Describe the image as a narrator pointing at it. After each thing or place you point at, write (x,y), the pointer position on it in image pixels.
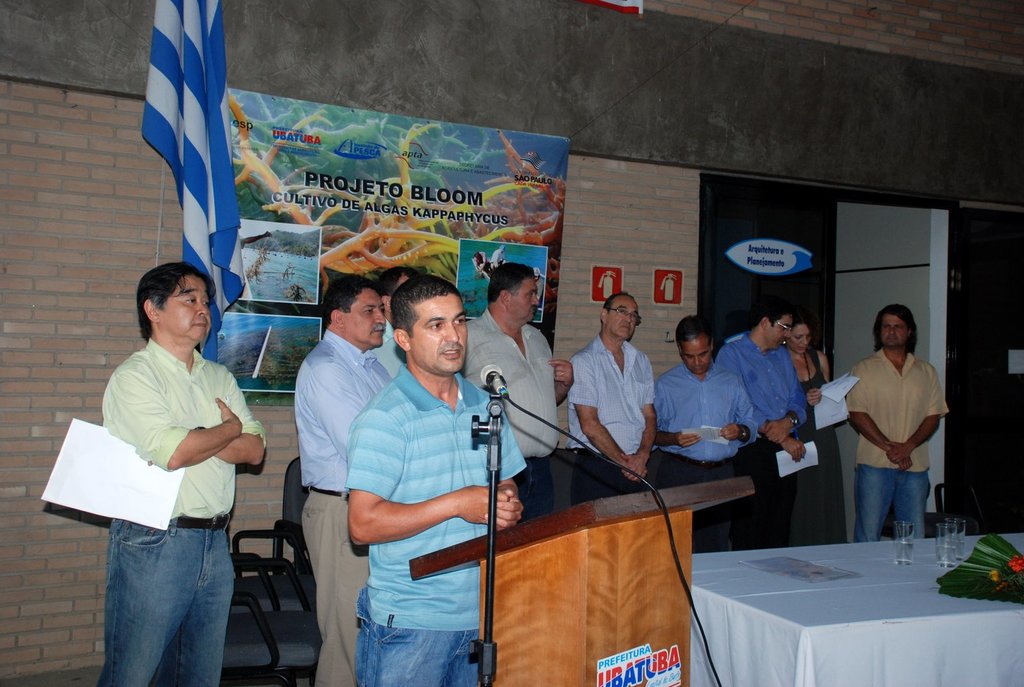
In this picture there are many people (808,351) standing with papers (145,478) in their hands (790,446). A guy (407,471) talking in front the mic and a wooden stand (584,566). A table (828,612) with white cloth (848,616) on top of it and three glasses (906,554). In the background (191,66) we observe a flag (205,41) and a poster (277,126) named PROJETO BLOOM. In the background (962,243) we observe a dark door (983,261) and two safety labels (666,277).
